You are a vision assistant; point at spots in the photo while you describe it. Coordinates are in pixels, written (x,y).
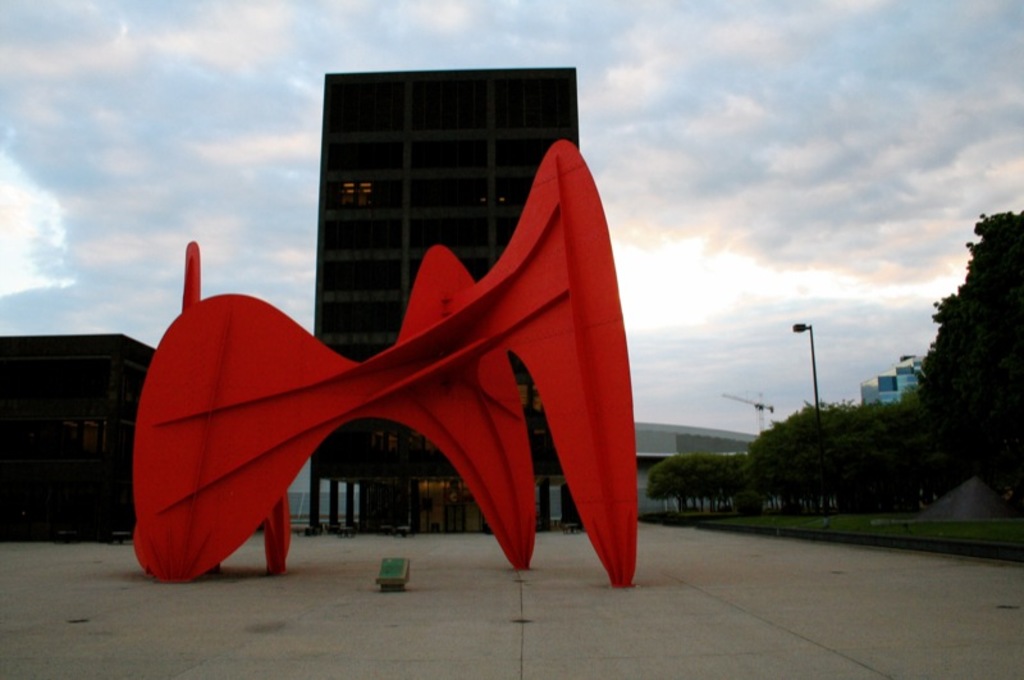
As we can see in the image there are buildings (415,143), trees (835,459), street lamp (818,402) and on the top (703,136) there is sky (307,90) and clouds (235,97).
